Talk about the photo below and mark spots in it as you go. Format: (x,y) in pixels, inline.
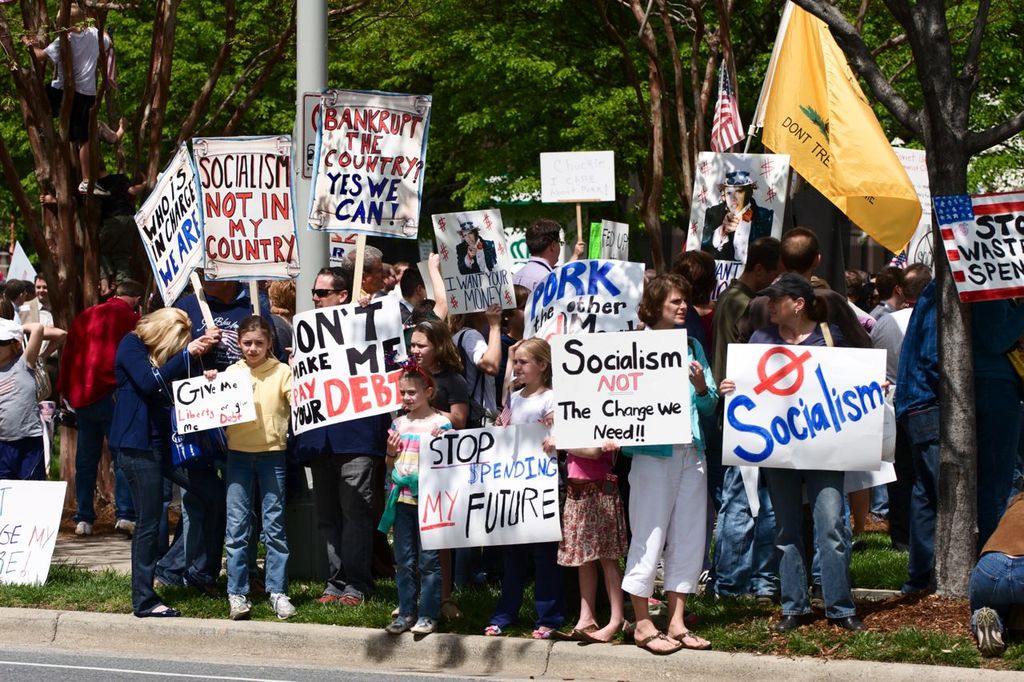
In this image we can see a few people (402,318), among them, some are holding the placards (640,267) with some text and images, there are some trees (514,103), flags (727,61) and grass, also we can see a pole (321,237).
